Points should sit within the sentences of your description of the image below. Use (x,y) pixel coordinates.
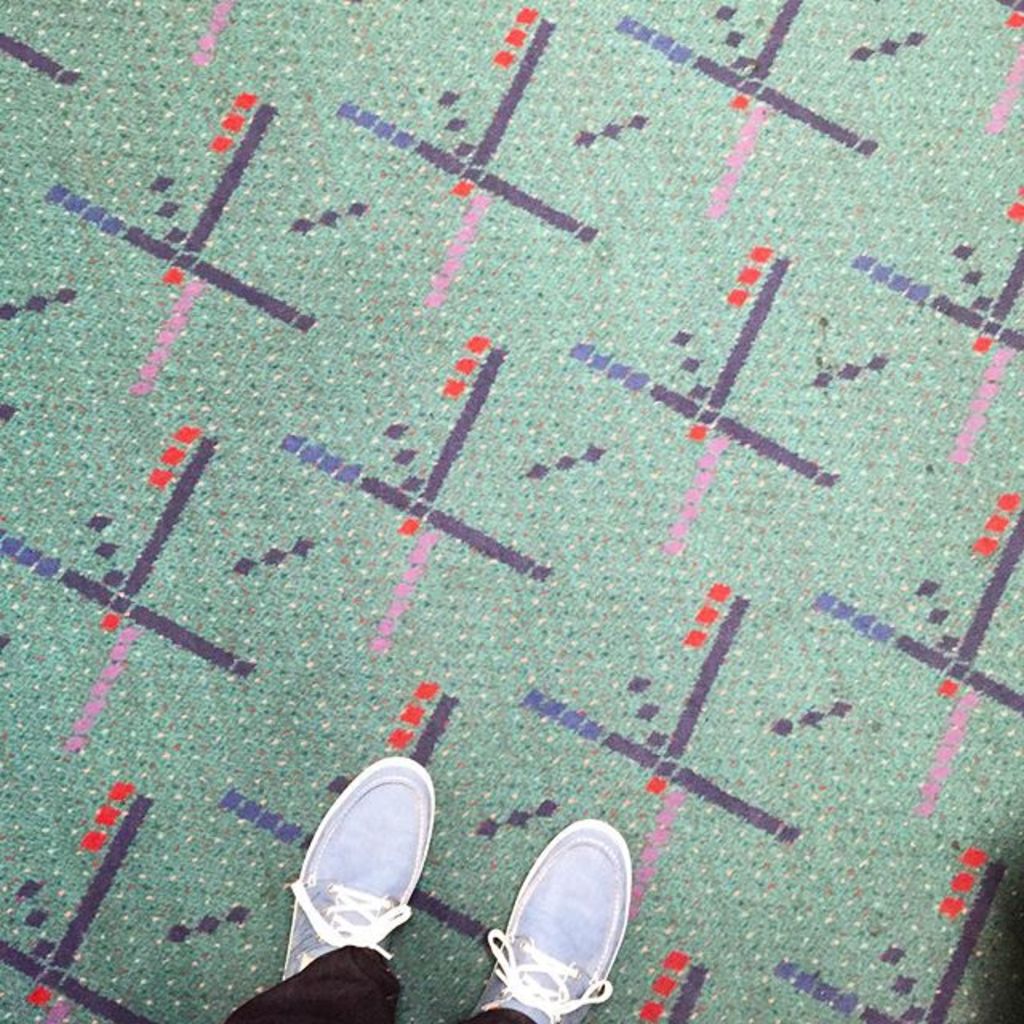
At the bottom (318,1018) a person (300,1016) is standing, these are the two shoes (340,885) in blue color and the floor mat (554,450) is in green color.
